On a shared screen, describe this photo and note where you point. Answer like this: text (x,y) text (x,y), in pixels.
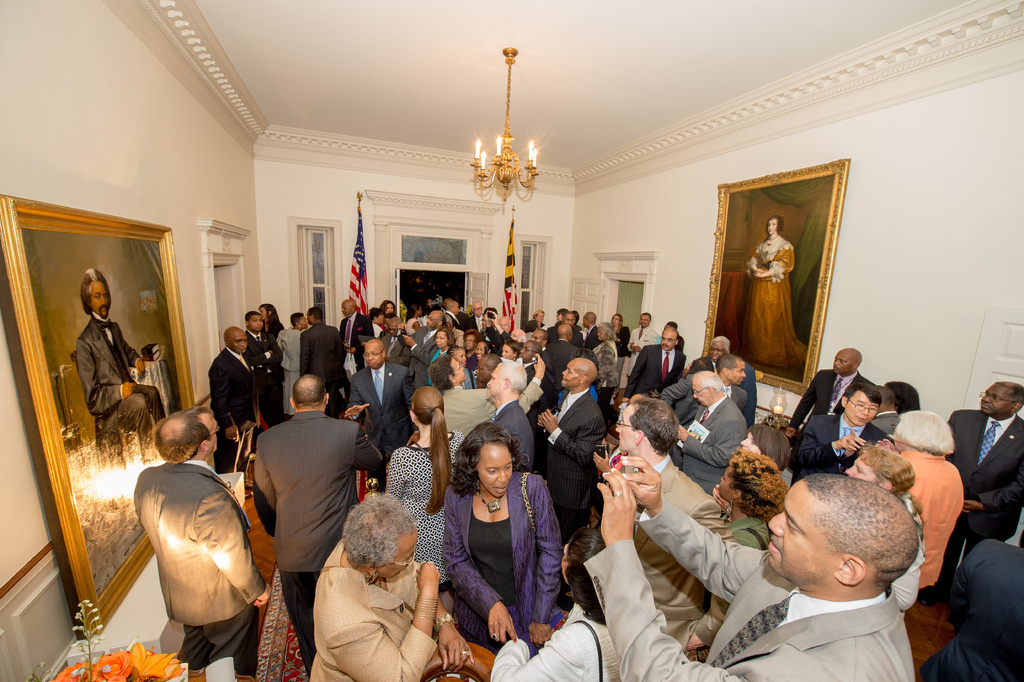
This image is taken in the room (648,418). In this image we can see the people (666,410) standing on the carpet (279,616) which is on the floor (253,513). We can also see the photo frames (90,323), windows (523,290), doors (221,341), flags (358,251), a flower vase (95,673) and also the light (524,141) hangs from the ceiling (488,47). We can also see the walls (208,160).
